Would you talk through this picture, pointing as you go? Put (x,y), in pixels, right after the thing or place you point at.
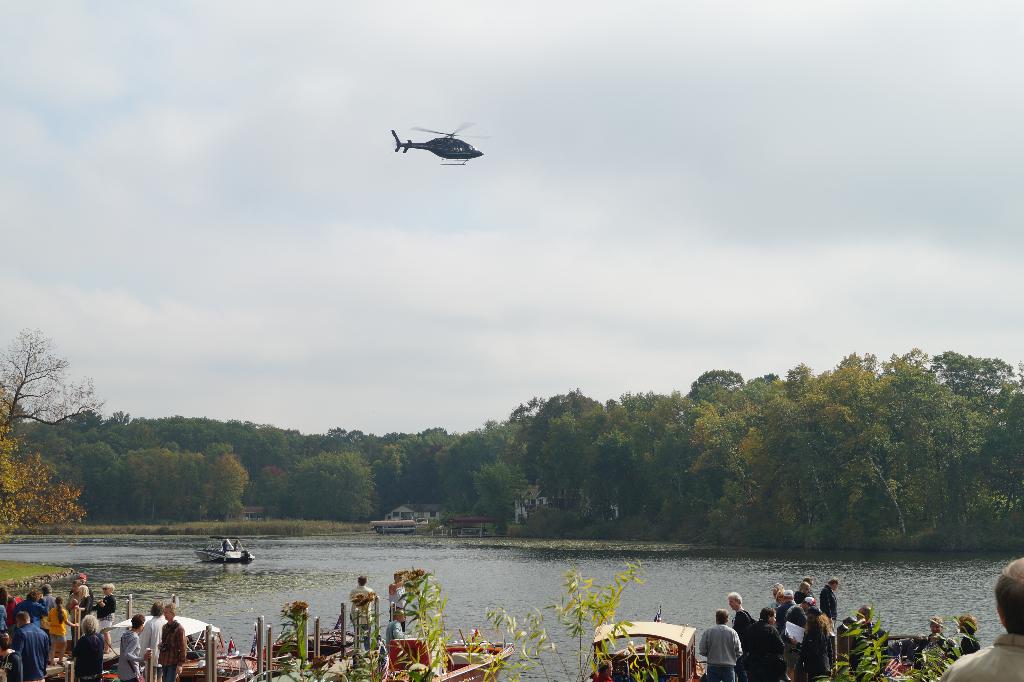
In the center of the image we can see a helicopter (463,164) flying in the sky (410,128). In the foreground (438,656) we can see a group of people (163,656) standing and group of boats (483,668) placed in water (551,660), On the left side of the image (232,558) we can see a boat (221,550) and in the background (489,513) we can see a group of buildings (529,504), trees (710,476) and the sky (717,272).
